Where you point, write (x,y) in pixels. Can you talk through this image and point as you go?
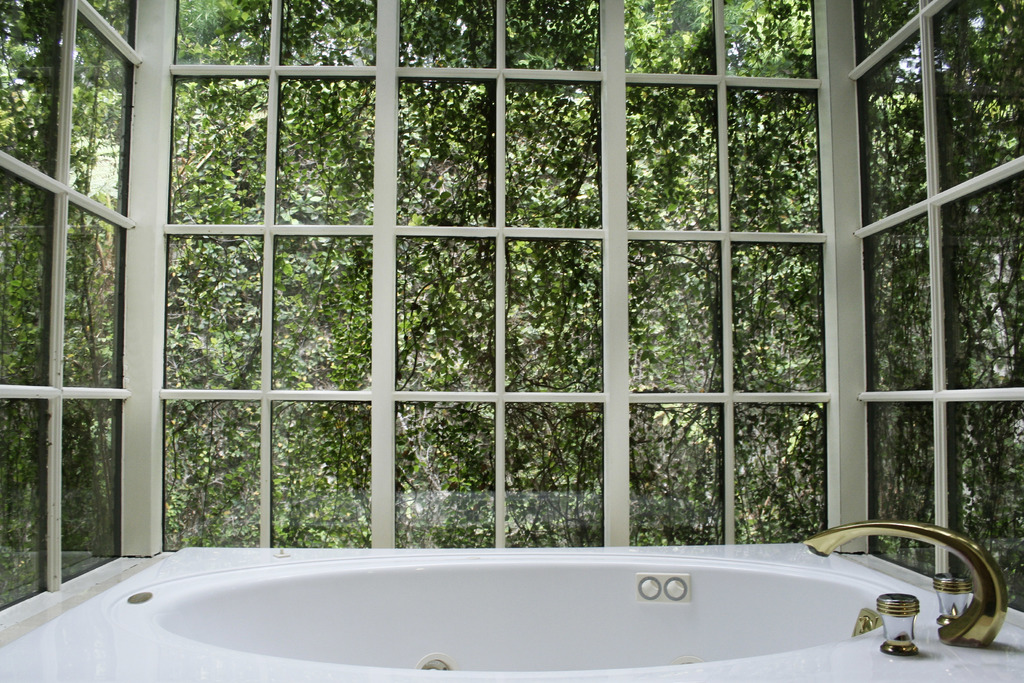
In the foreground of this image (818,642), there is a bath tub (299,552), tap (951,542) and the glass walls (596,361). Through the glass (529,130) we can see the trees (689,176).
